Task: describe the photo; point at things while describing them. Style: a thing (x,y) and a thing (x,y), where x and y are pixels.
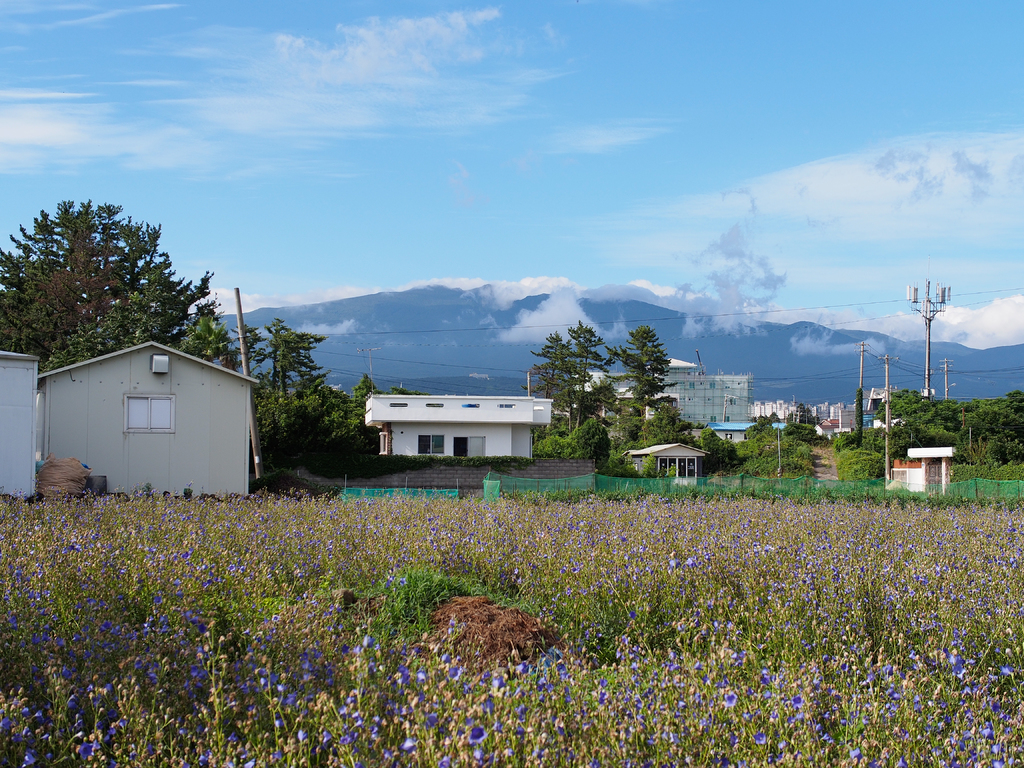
In the image we can see there are many buildings (715,416), trees (589,412), mountain (497,346), sky (805,225), electric pole (925,356), electric wire (900,368), plant (831,590) and a grass (420,606).
